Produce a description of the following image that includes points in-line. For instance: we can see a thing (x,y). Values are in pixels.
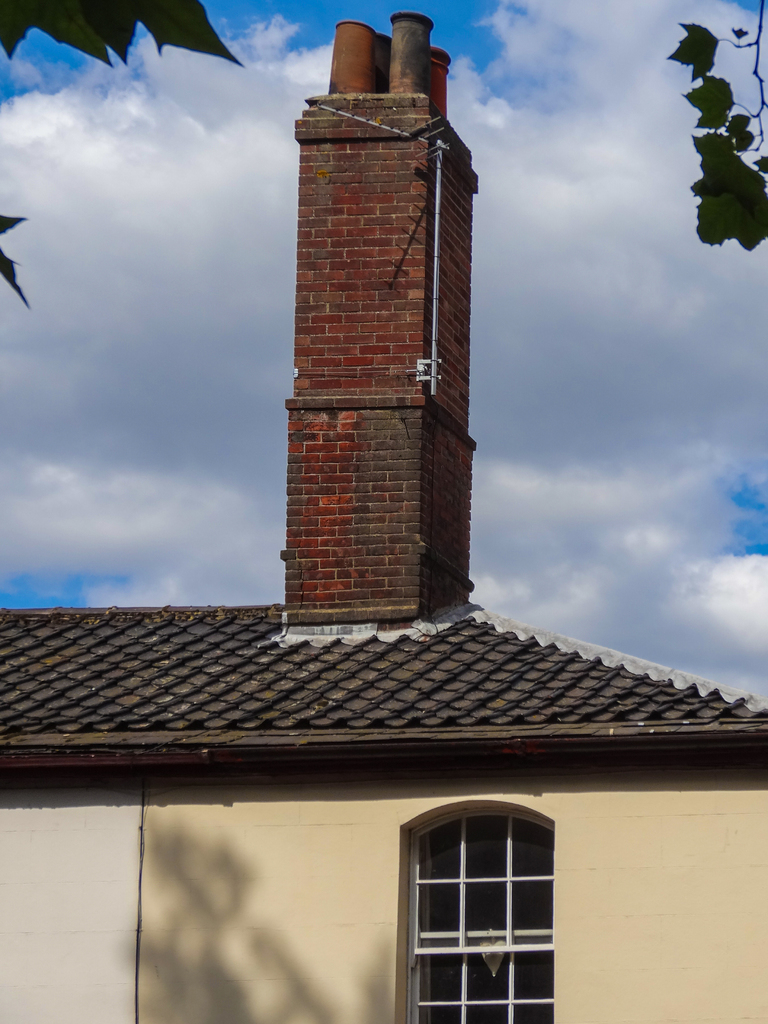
In this image I can see the sky (103,320) and building (395,626) and leaves (121,45) of tree (756,199).
